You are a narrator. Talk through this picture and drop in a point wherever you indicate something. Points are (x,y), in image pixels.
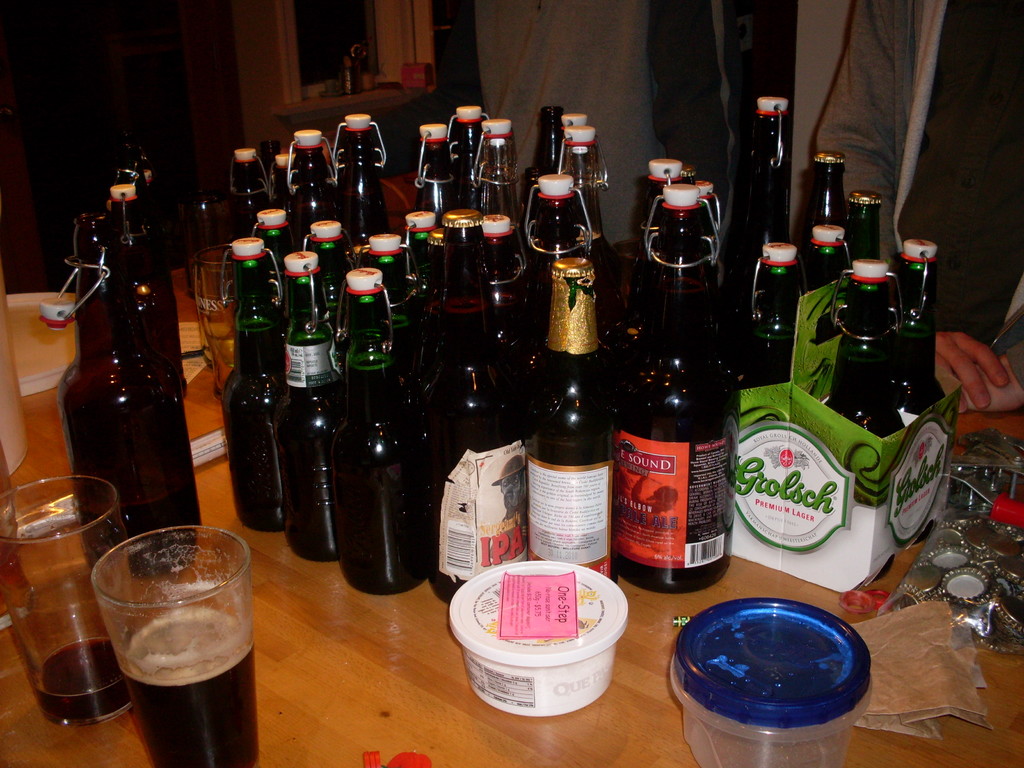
These are the beer bottles (405,268) which are sealed with a cork (397,246) and these are the tumblers (123,602) with wine (218,700) or alcohol (219,685) in it. This is a white boxes (568,670). I can see a person (946,135) standing here. This is a table (334,607). These are the metal caps (968,582) which are placed on the table (954,726). At background (304,65) this looks like a window (304,69).
